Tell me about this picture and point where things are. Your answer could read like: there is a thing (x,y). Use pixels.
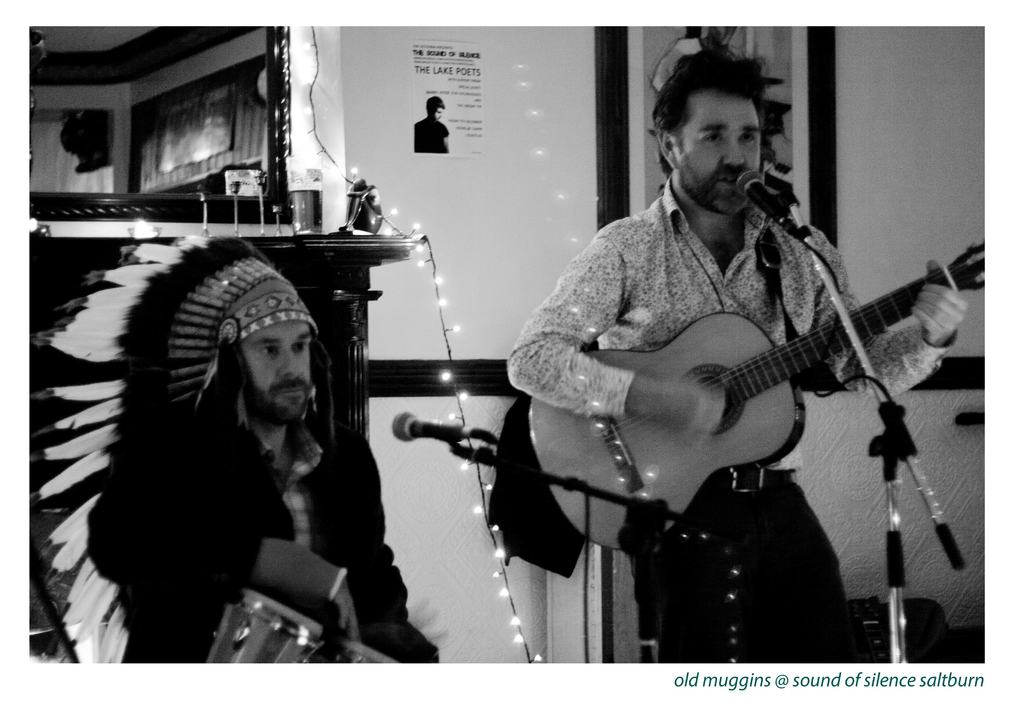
In this picture we can see a photo of photo we have two persons (658,106) one is in standing position and other one is in sitting position that playing a musical instruments (279,638) standing person (725,267) is singing a song at the back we have a lighting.
